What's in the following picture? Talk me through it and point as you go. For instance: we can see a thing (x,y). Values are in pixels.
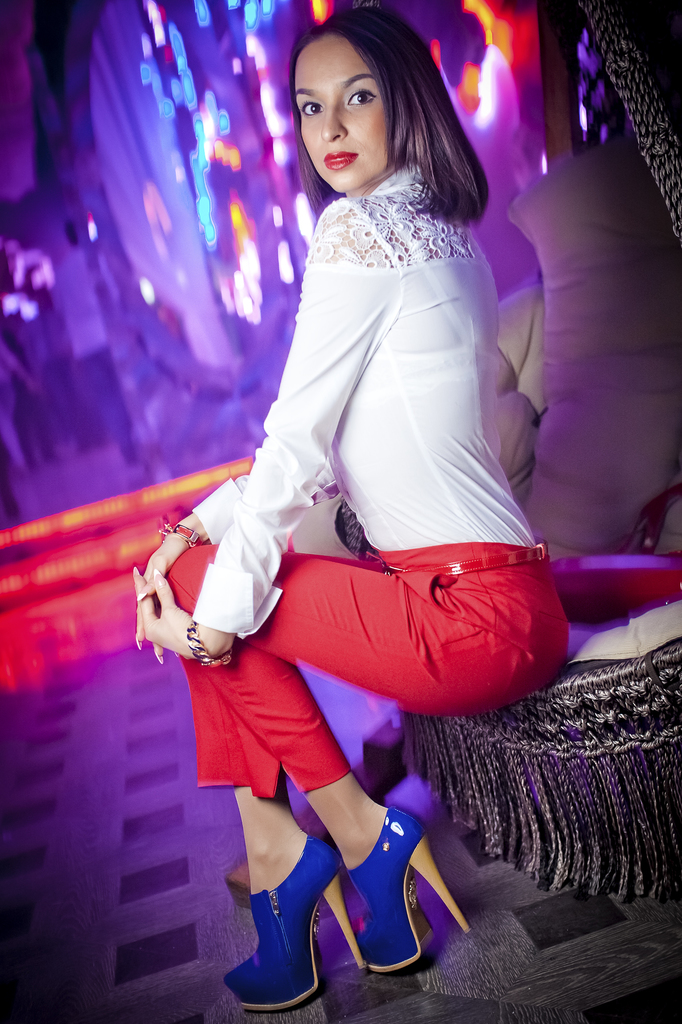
In this image we can see a woman (404,464) is sitting on white color sofa (645,685). She is wearing white shirt (433,439), red pant (428,626) and blue shoe (304,891). Bottom of the image (167,779) floor (211,981) is there. Background of the image (525,57) lights (509,47) are there.
